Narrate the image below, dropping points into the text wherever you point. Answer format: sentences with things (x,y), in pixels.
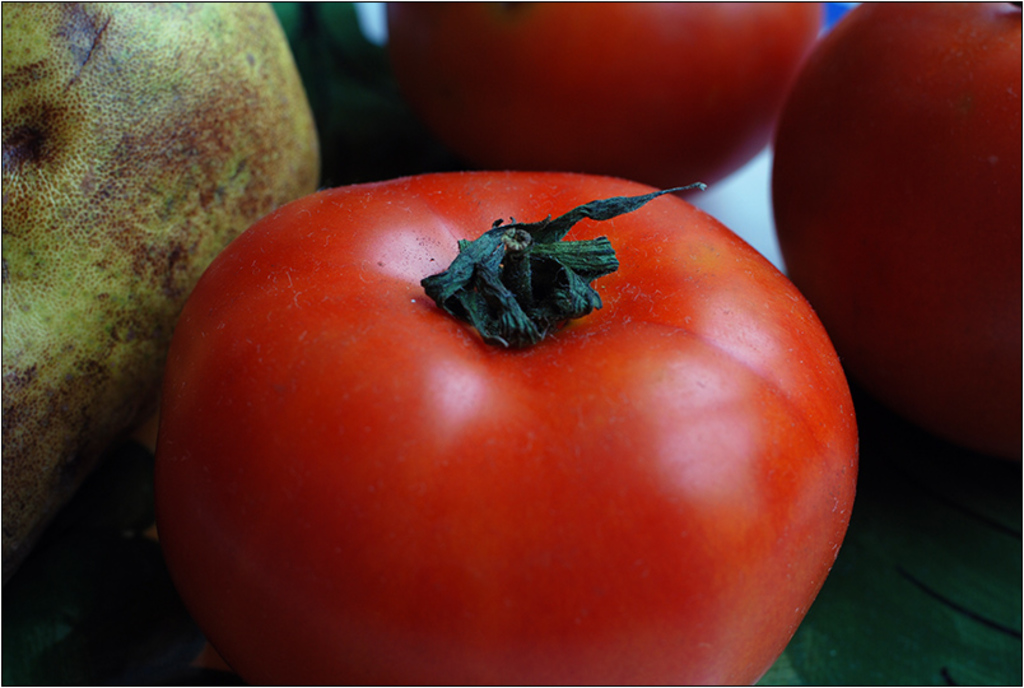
There is a red color tomato (590,448) and there are two other tomatoes (735,139) behind it and there is an object (100,230) in the left corner (96,227).
